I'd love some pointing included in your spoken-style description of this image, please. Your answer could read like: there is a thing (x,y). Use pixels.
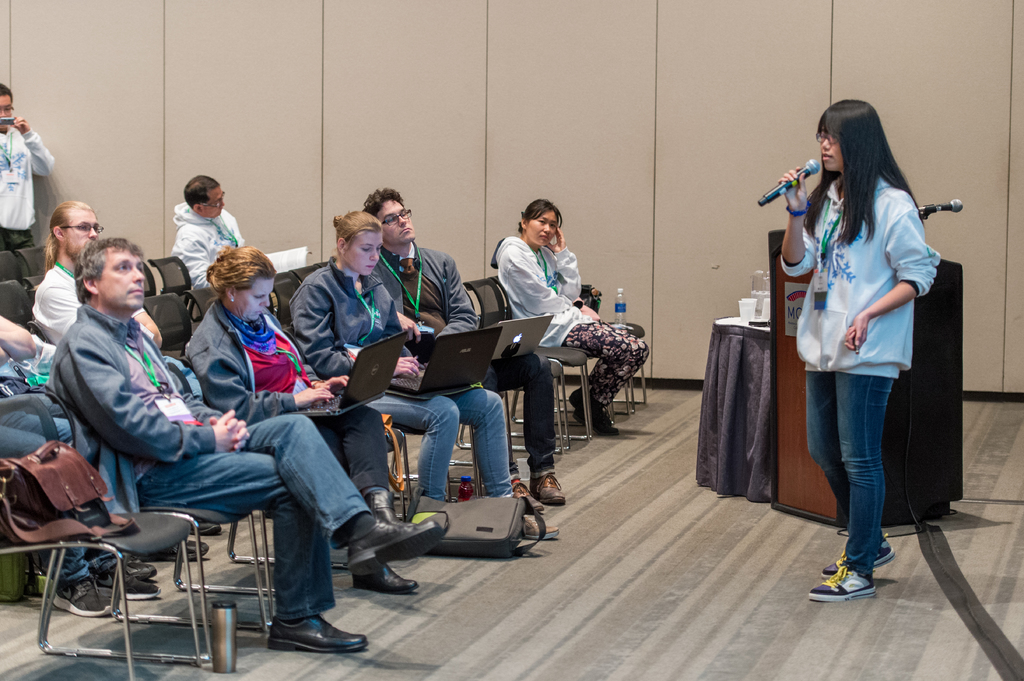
This image is taken indoors. At the bottom of the image (605,614) there is a floor (754,633). In the background (567,165) there is a wall (715,95). On the right side of the image (936,362) there is a podium (937,333) with a mic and there is a table (752,352) with a tablecloth (744,353) and a few things (749,301) on it. A woman (818,394) is standing on the floor (784,529) and talking. She is holding a mic (788,184) in her hand (803,192). On the left side of the image (26,210) a man (26,157) is standing on the floor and holding a camera (4,119) in his hands (25,124) and a few people (74,291) are sitting on the chairs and holding laptops (371,376). There are a few bags (59,499) on the chairs (17,306). There are a few empty chairs (21,293).
